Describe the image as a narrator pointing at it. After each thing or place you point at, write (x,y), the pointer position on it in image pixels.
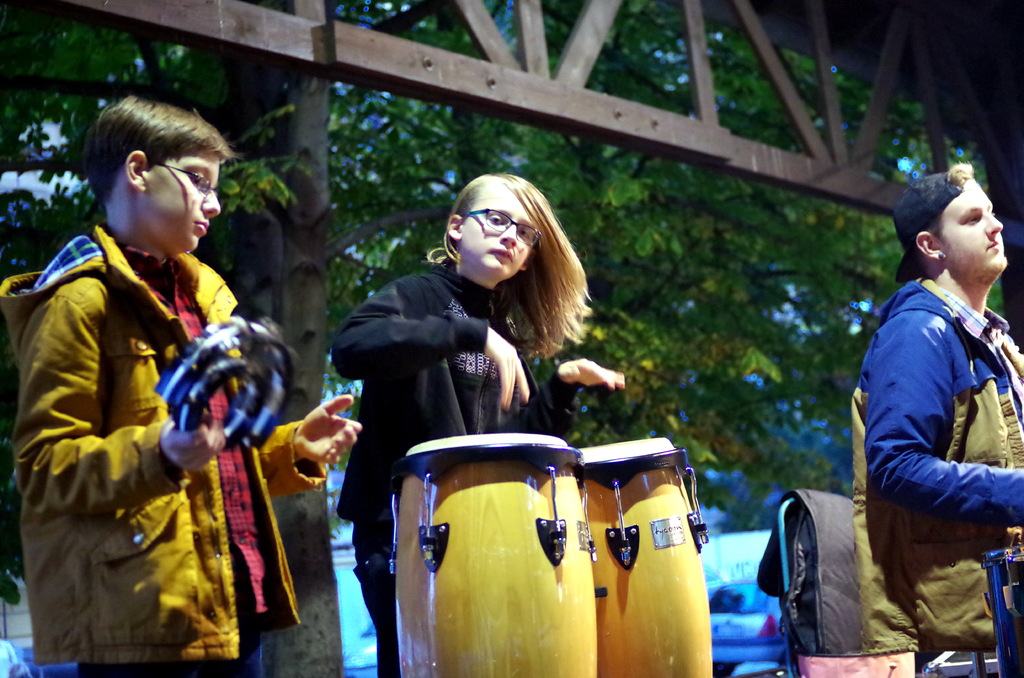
In this picture we can see three people (481,348) are playing musical instruments (623,486), in the background (561,204) we can see couple of trees (653,199) and cars (373,647).
